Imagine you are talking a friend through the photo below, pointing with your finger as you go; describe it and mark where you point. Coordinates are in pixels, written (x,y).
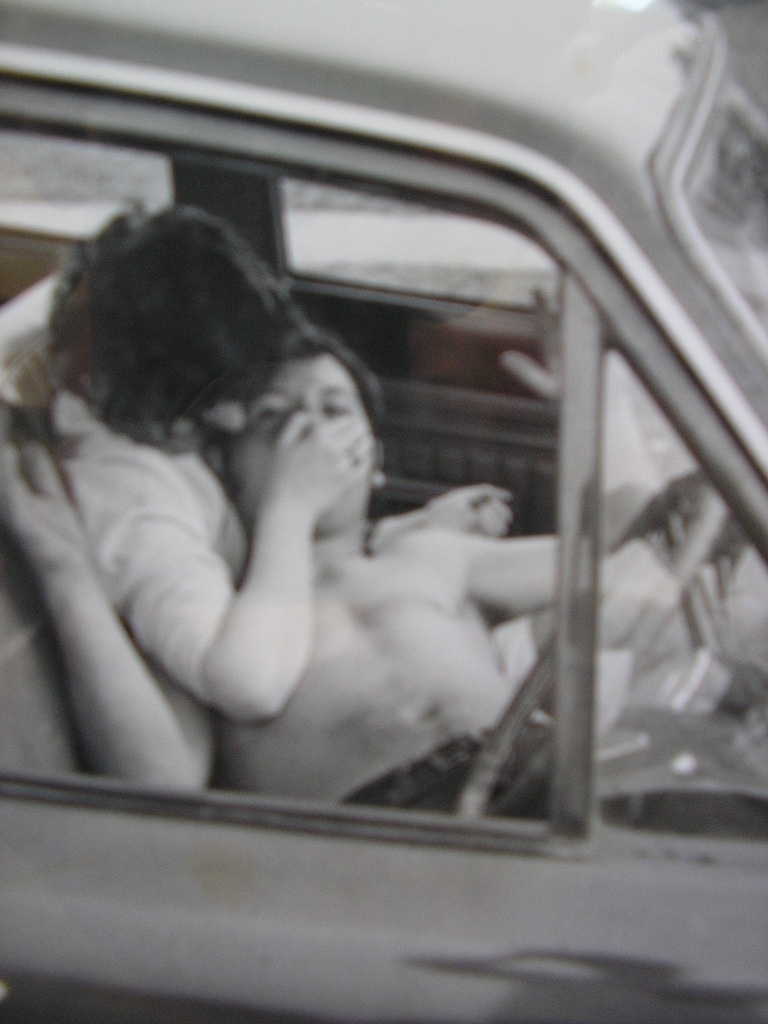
In this Image I see 2 persons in the car (610,135).
